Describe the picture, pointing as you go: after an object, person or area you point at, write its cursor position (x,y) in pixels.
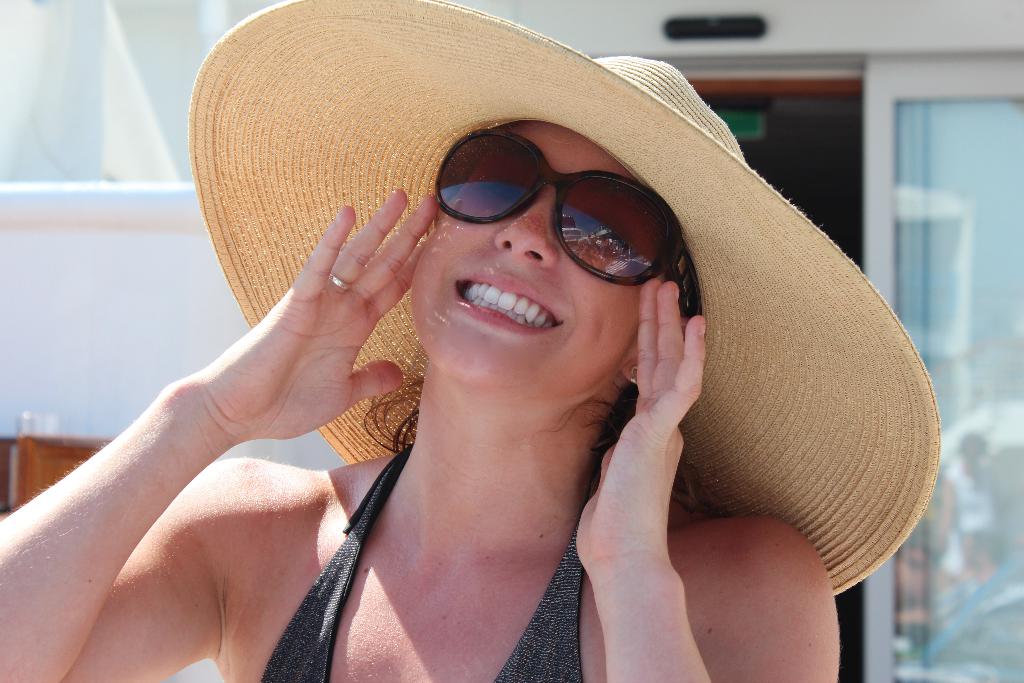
In the picture I can see a woman (429,628) wearing a dress (552,647), glasses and hat (839,407) is smiling. The background of the image (139,365) is slightly blurred, where we can see the glass doors (985,211) and the wall (118,196).
